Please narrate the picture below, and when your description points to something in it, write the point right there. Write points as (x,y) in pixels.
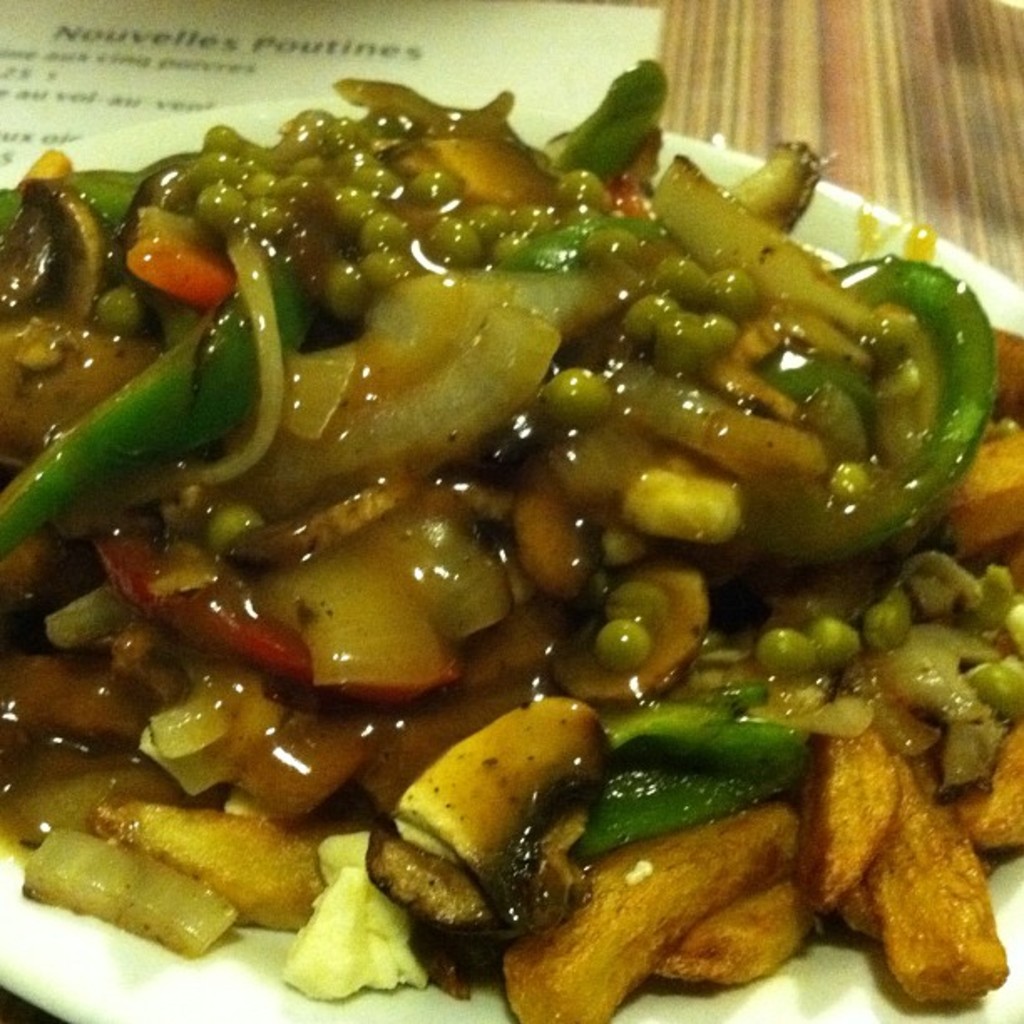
In this picture I can see there is some food (213,367) placed in a plate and there is onions (521,393), peas (581,392), capsicum (3,524) and carrots (170,265). The plate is placed on the table (852,101) and there is something written on the top left side (72,115).
